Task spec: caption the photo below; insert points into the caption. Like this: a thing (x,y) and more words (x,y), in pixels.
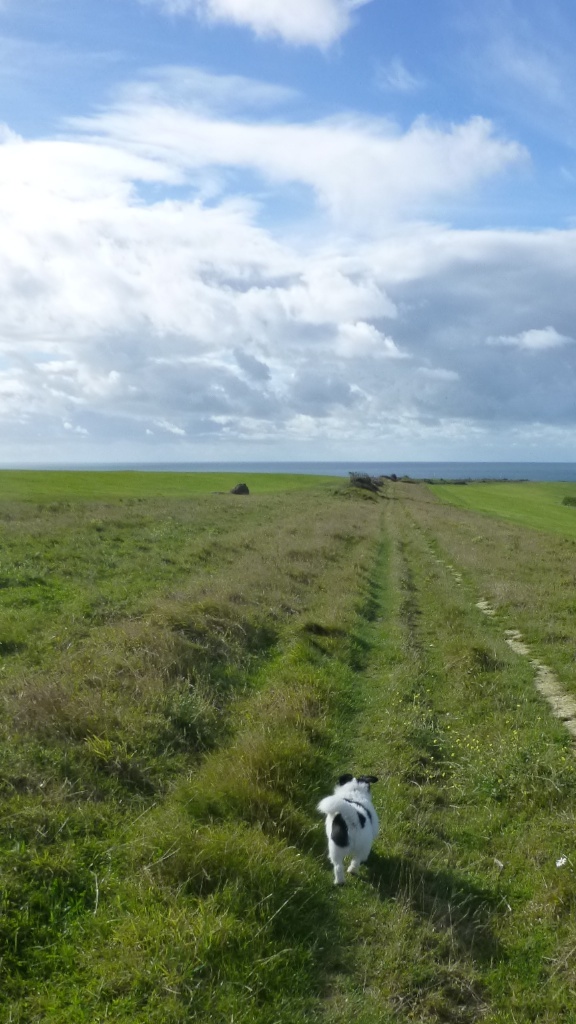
In this picture I can see grass (250,544) on the ground (204,626) and I can see a dog (356,836), it is white and black in color and I can see blue cloudy sky (329,278).
